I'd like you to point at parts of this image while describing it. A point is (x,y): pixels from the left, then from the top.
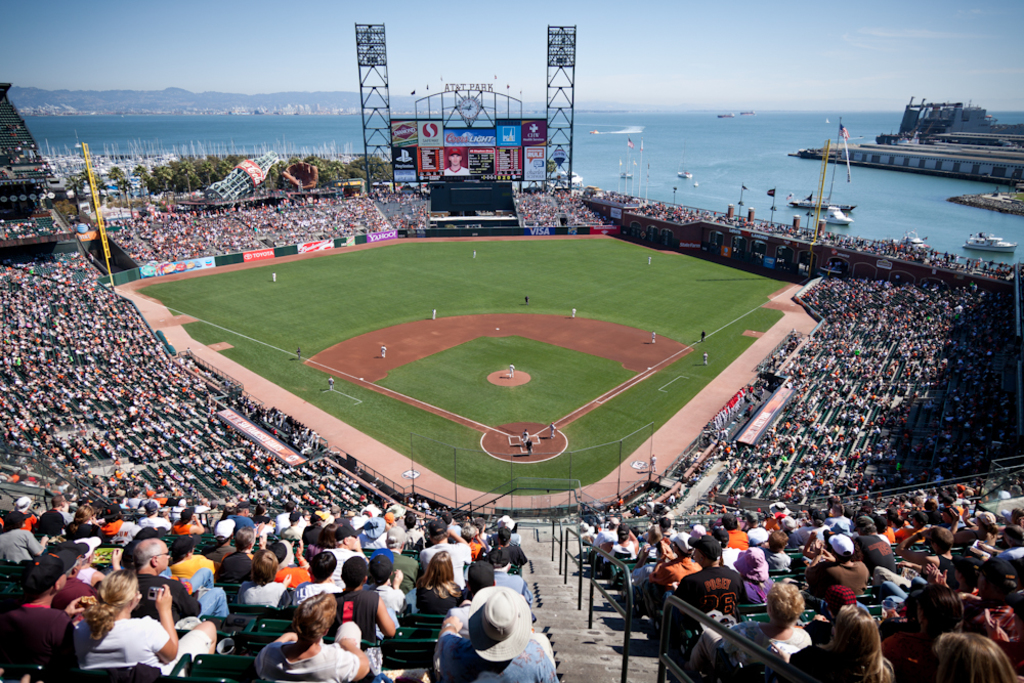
This is a stadium (546,578). At the bottom of the image (561,606) I can see the stairs (545,588) and many people (107,425) are sitting in the chairs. In the middle of the image (569,320) there is a ground (424,299) and few people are standing on the ground (682,337). In the background (735,153) there is an ocean (708,160). On the right side (840,210), I can see few boats (829,204) on the water (764,177). At the top of the image (779,33) I can see the sky (736,33).
